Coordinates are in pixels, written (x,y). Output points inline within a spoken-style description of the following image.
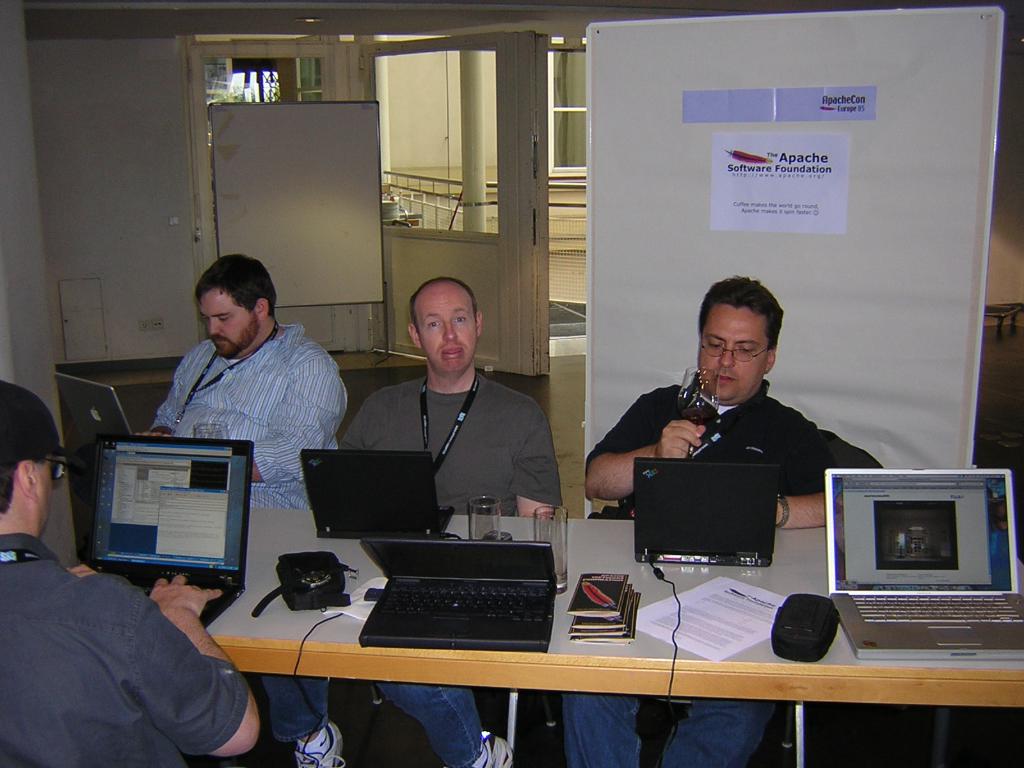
In this image I can see few people (584,703) are sitting on chairs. I can also see number of laptops (1013,643) on this table (789,681). In the background (595,120) I can see a white board (912,295).
